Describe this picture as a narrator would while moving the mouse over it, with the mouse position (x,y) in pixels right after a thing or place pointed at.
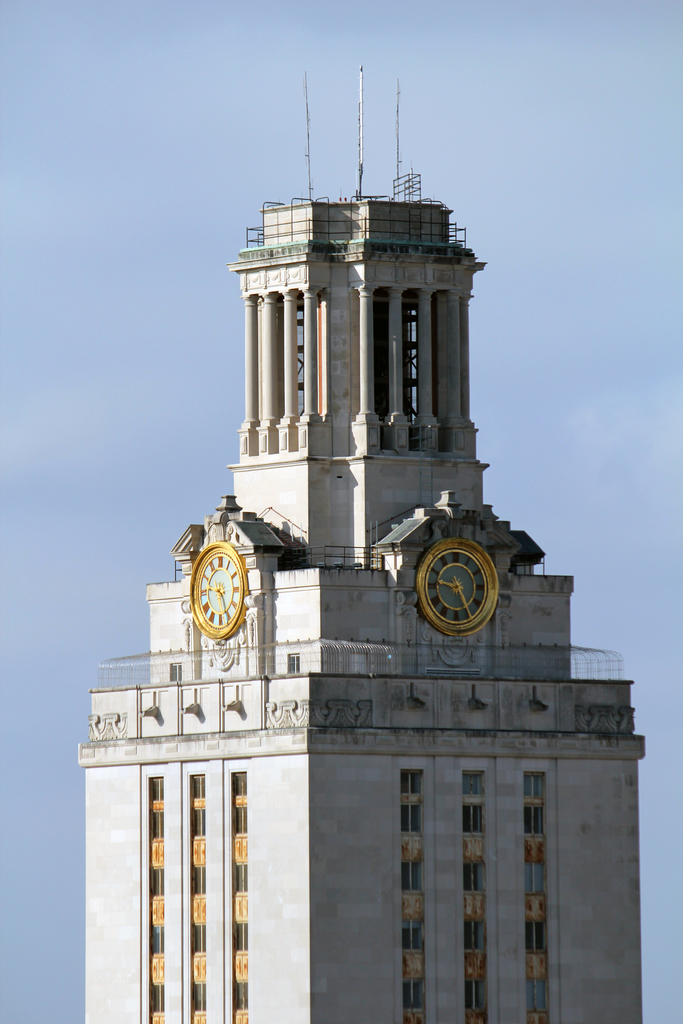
In the center of the image (398,381) there is a clock tower (298,563). In the background (143,249) there is sky (458,39).
